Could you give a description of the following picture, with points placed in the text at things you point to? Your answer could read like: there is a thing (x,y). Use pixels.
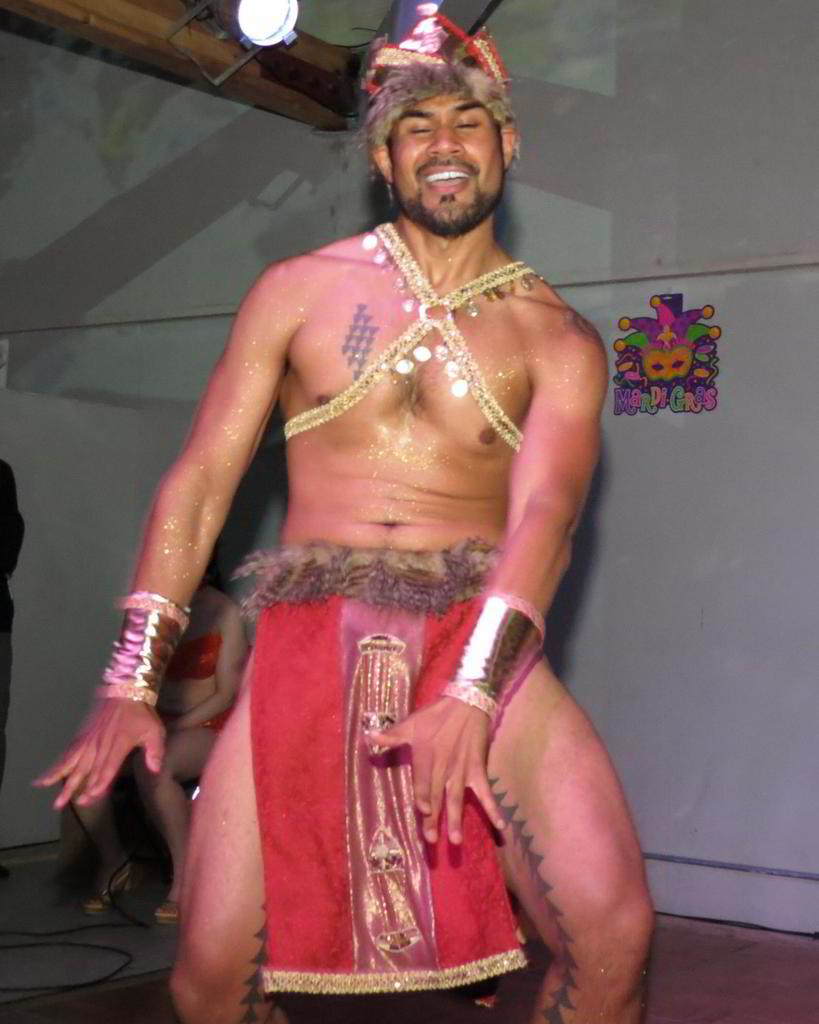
In this image in front (510,361) there is a person (346,555) dancing. Behind him there is another person (153,780) sitting on the chair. In the background of the image (323,203) there is a wall (188,228). There is a light (256,33).
